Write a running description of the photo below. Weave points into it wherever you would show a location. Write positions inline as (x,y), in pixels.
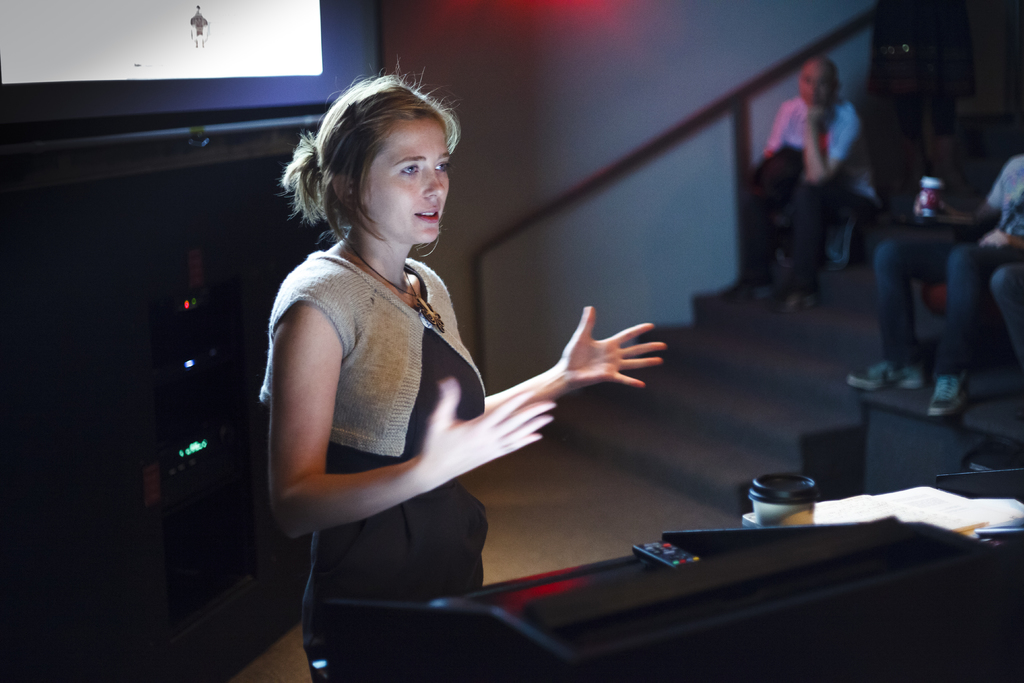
In this picture there is a woman (379,310) standing and there is a remote (673,551), books (940,510) and some other objects (991,529) in front of her and there are two persons (979,266) sitting in the right corner (913,244) and there is a projected image (160,48) in the left top corner (164,37).
